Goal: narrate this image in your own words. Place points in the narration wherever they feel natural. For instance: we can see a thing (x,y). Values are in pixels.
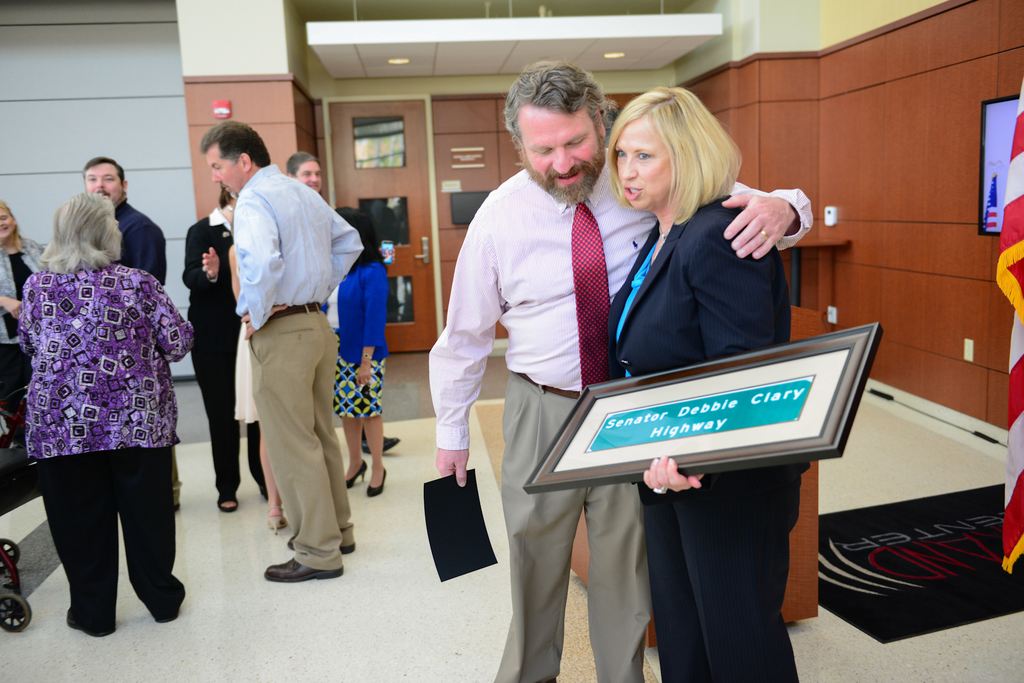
In this image there are group of persons (203,312) standing, there is a person (541,507) holding an object (447,519), there is a person (697,302) holding a photo frame (680,413) on which Senator Debbie Clary Highway is written on it, towards the right of the image (1007,356) there is a flag (1011,352), there is a wall (867,166), there is the door (385,162), there are lights (609,58).
